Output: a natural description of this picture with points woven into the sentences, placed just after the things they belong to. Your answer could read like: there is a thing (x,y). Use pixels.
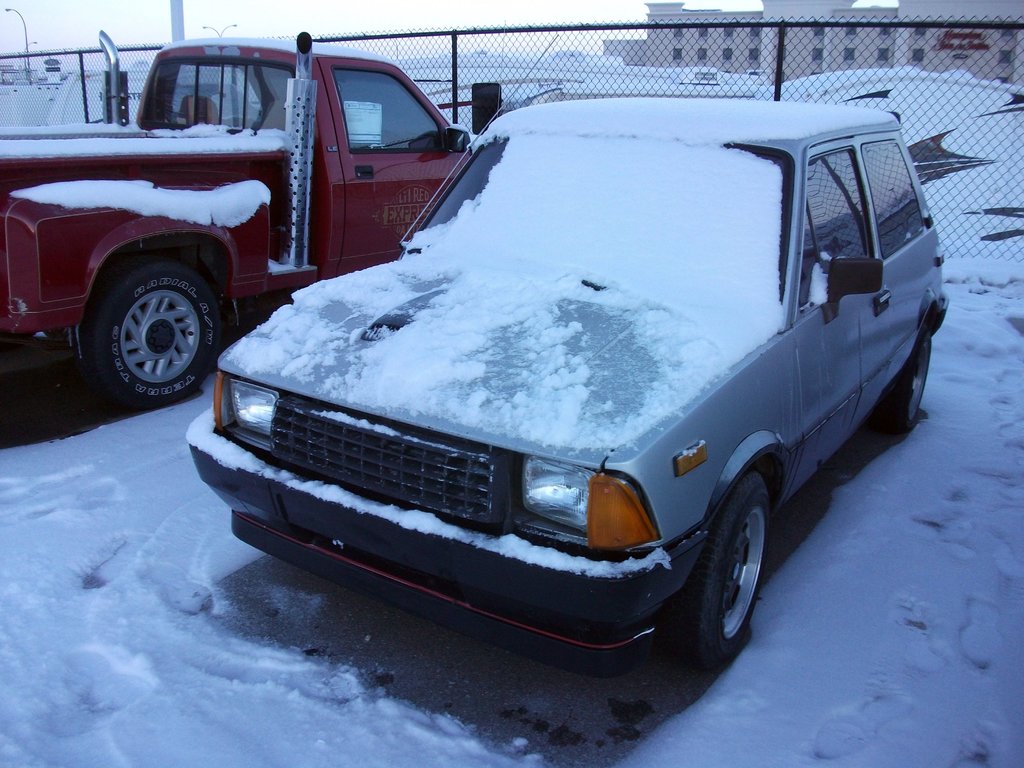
In this image in the foreground (235,296) there are two vehicles (273,328) visible, on which there is a snow (159,193), backside of vehicle (402,123) there is a fence (940,32), at the top (457,6) there is the sky (511,5) and building (914,13), in the top left (30,42) there is a pole (15,11).
